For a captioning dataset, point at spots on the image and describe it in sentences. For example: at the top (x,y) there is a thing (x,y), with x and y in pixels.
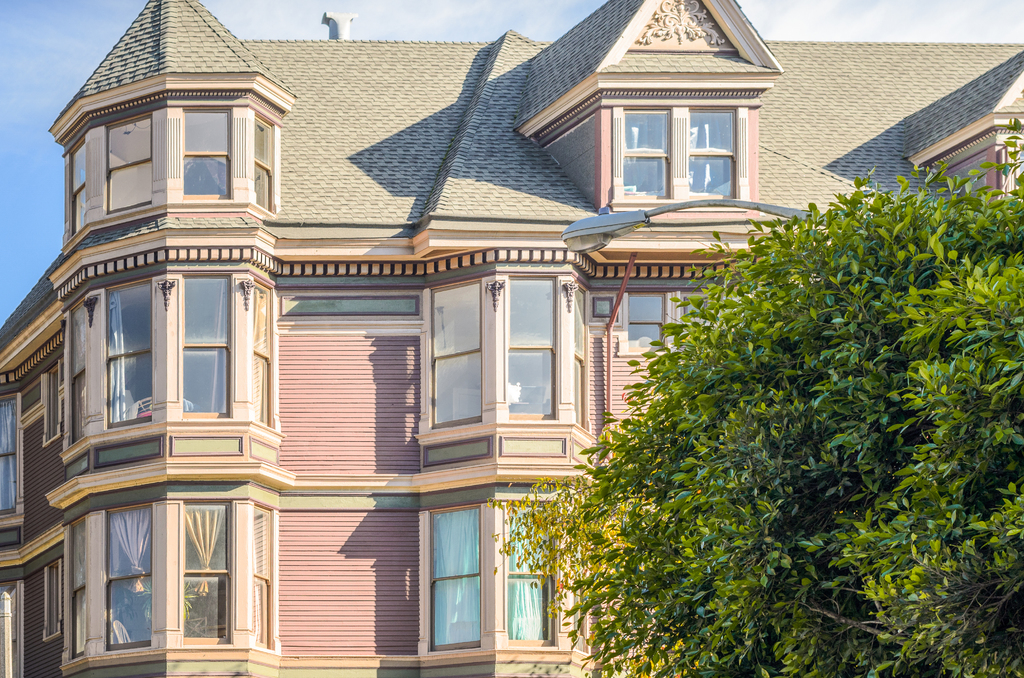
In this image we can see a building (387,290) and it is having many windows (455,548). There is a tree (663,564) in the image. There is a blue and a slightly cloudy sky (40,196) in the image.
